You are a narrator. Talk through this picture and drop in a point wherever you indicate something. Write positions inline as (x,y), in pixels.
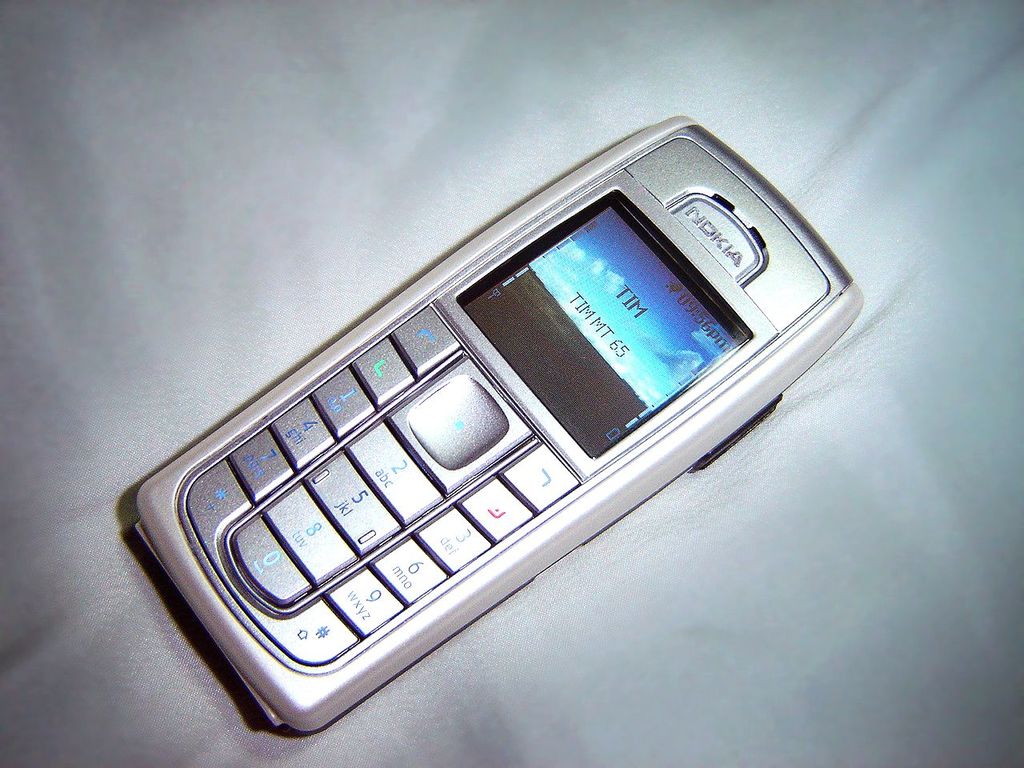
In this picture I can see the mobile phone (552,343) on the surface (497,212).
